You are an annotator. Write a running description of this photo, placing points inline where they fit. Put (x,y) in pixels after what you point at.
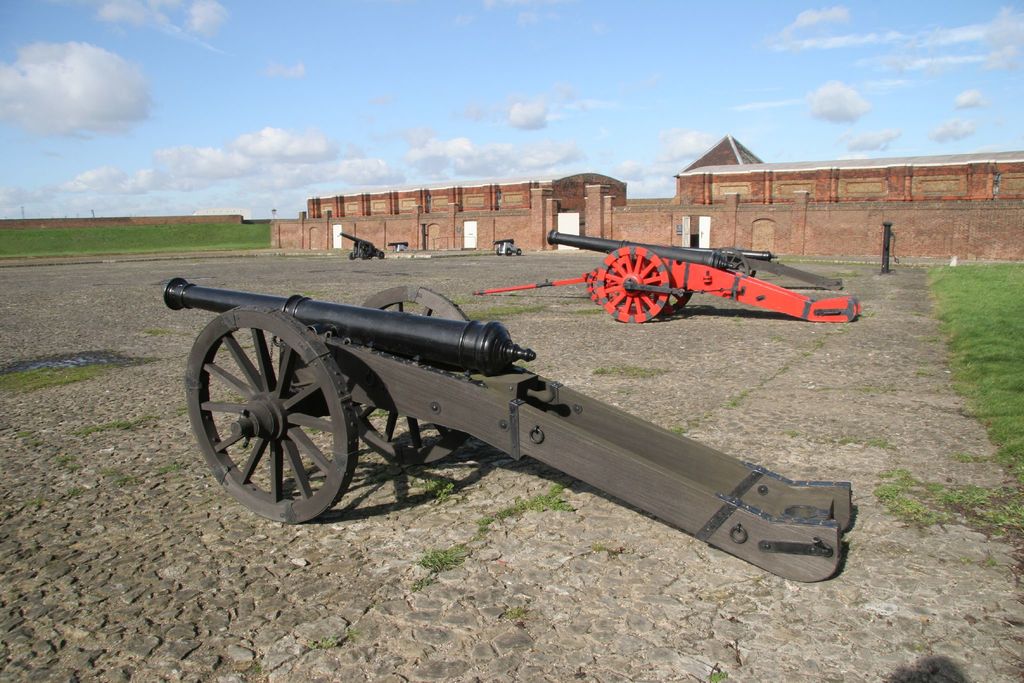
In the foreground of the picture (200,314) there are cannons (712,282) on cobblestone (523,612). In the background of the picture (448,219) there is a fort (631,217). On the left (294,224) it is fort wall (50,225). Sky (136,197) is bit cloudy and it is sunny.
